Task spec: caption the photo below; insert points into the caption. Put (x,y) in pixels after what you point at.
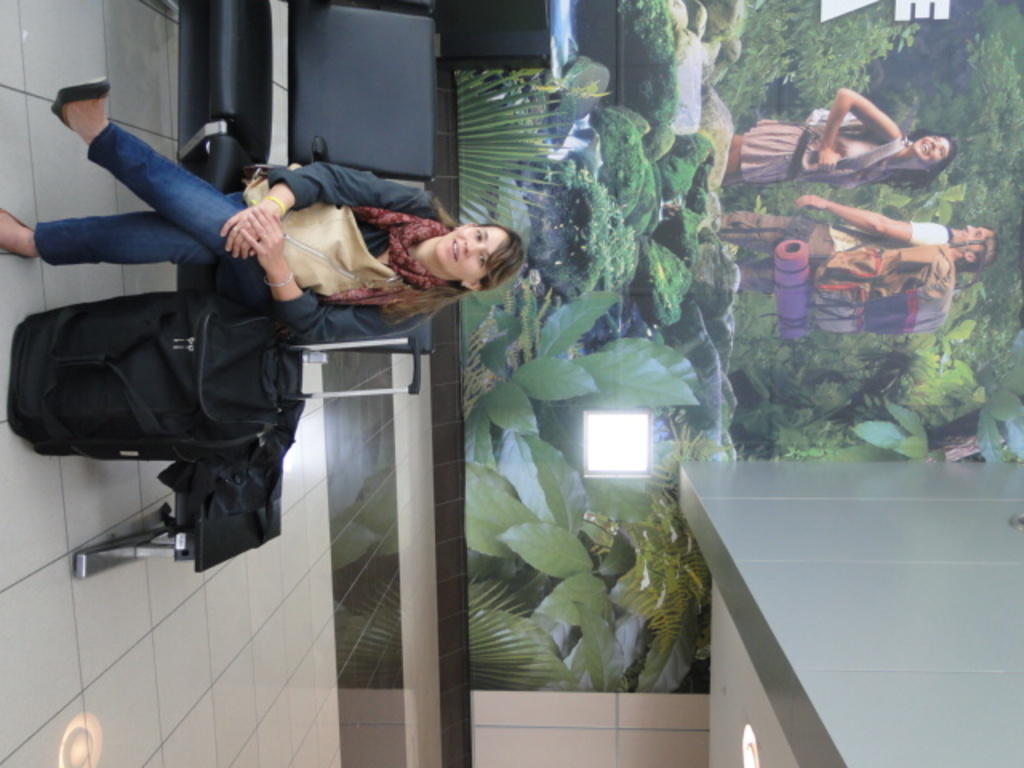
There is a woman (270,202) sitting on the chair (219,173) beside to her there is a bag (99,444) on the floor (10,457). In the background (773,265) there is a banner (575,295) on the wall (479,702), lights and some other items (502,47).
